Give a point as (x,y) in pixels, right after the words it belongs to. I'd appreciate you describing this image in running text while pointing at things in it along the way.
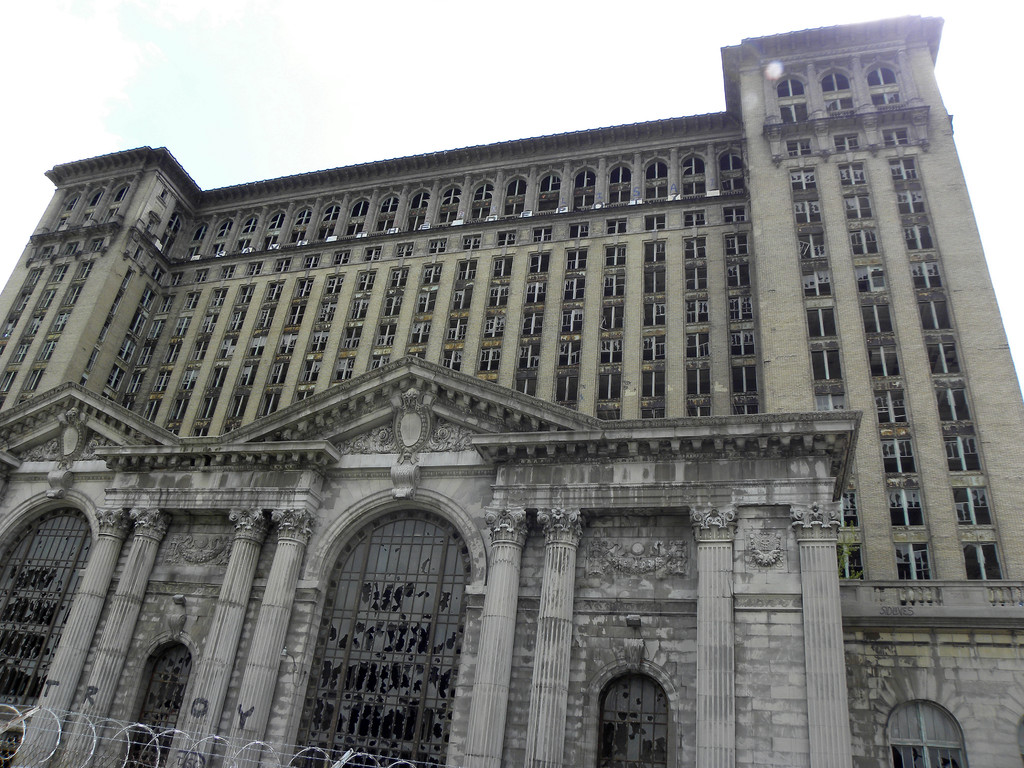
In the center of the image (606,458), we can see a building (348,386) and we can see some letters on the pillars (266,711) and there is a fence (263,745). At the top (291,106), there is sky (274,76).
